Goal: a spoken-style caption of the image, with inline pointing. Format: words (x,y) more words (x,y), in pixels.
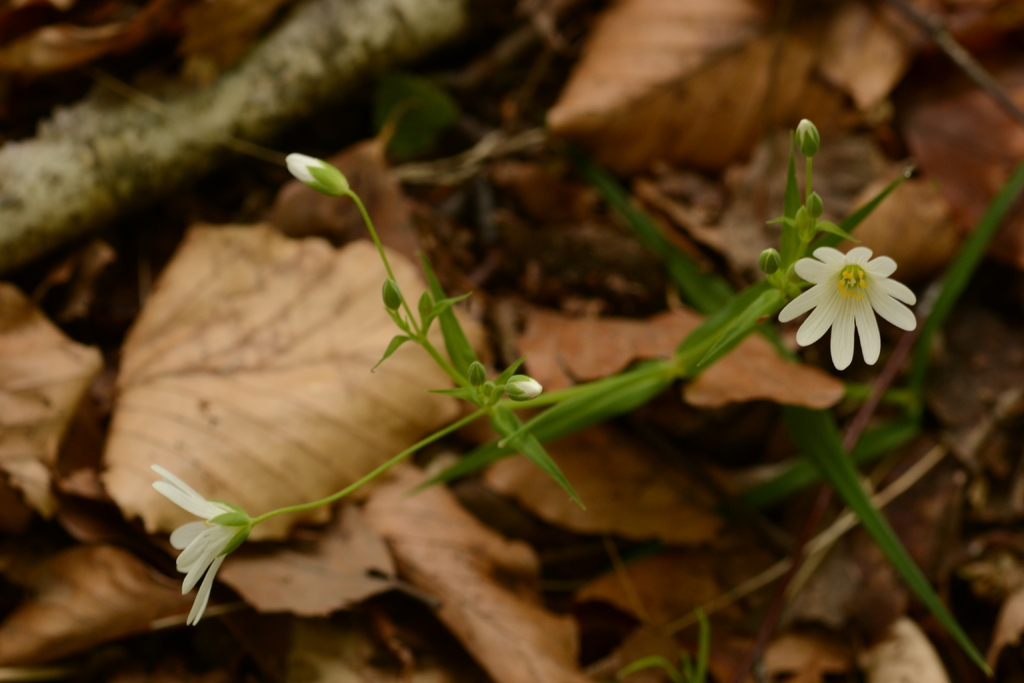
In the middle of the image (378,267) there are some flowers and leaves (708,141) and grass (873,209).
